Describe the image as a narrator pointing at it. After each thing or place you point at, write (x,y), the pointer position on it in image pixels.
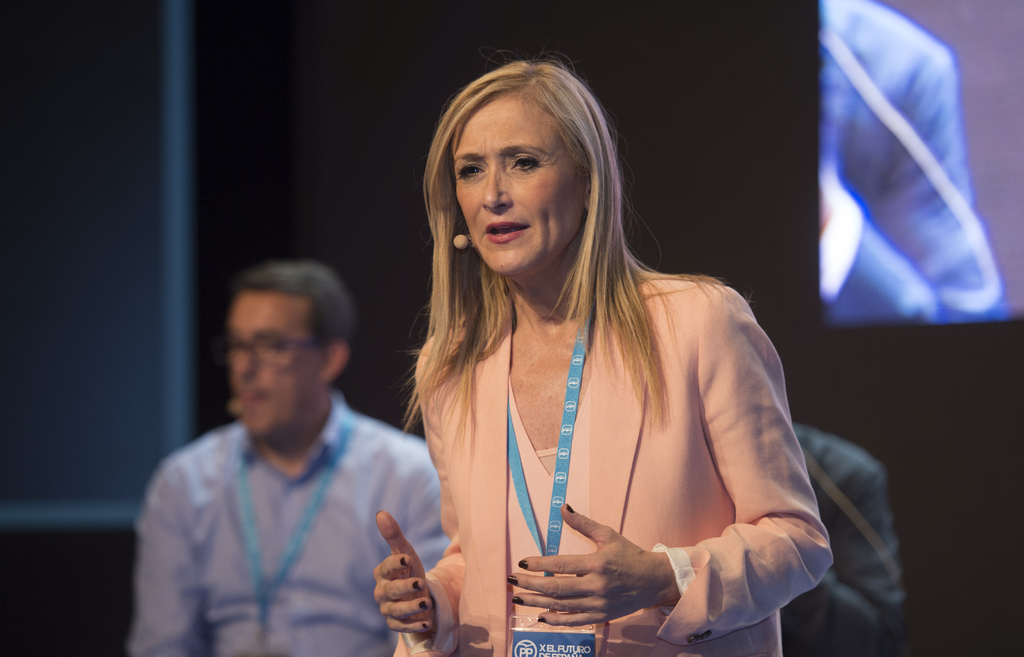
In the center of the image (579,417) a person (463,503) is standing. In the background of the image (238,240) we can see wall (386,146), screen (882,202) are there.
